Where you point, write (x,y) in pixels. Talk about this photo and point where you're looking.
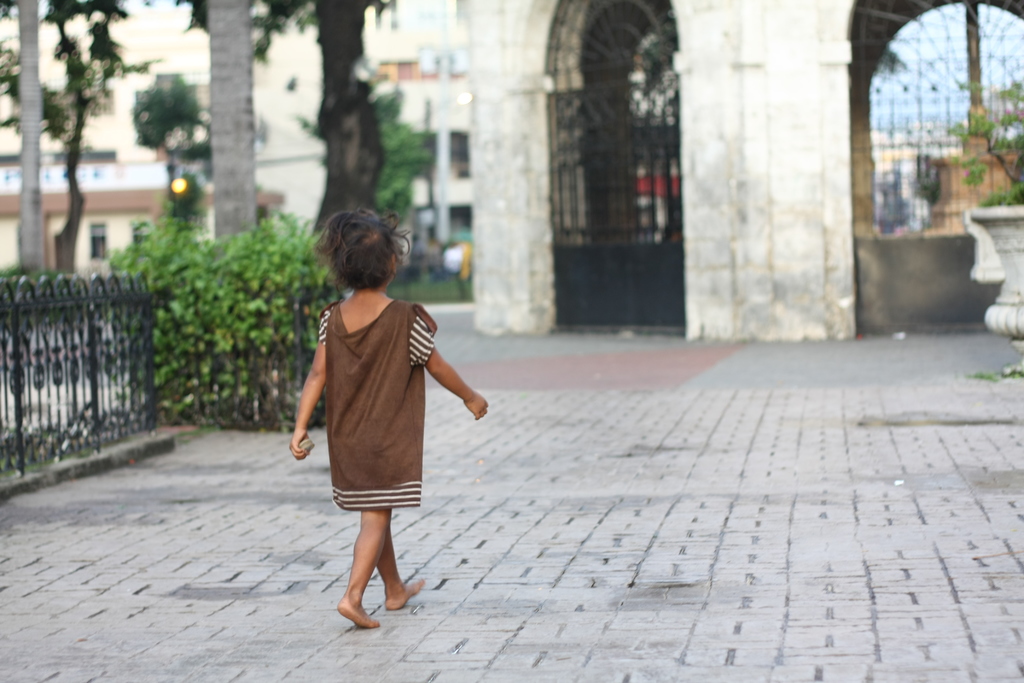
In the middle of the image (362,232) a kid (380,235) is walking and holding something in his hand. In front of him we can see some plants (189,246), fencing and wall (497,287). In the top left corner of the image (73,199) we can see some tree (359,23) and buildings (117,23).
